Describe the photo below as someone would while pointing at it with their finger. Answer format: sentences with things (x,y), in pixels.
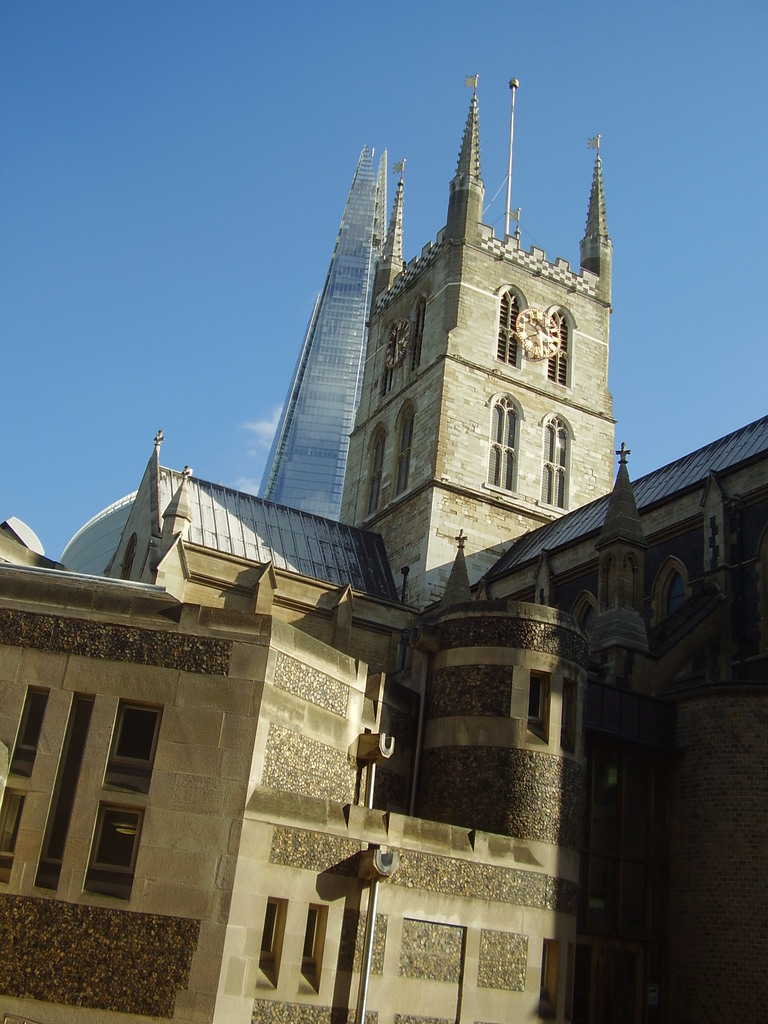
In this image there are buildings (441,685), in the background (222,207) there is the sky (158,215).
